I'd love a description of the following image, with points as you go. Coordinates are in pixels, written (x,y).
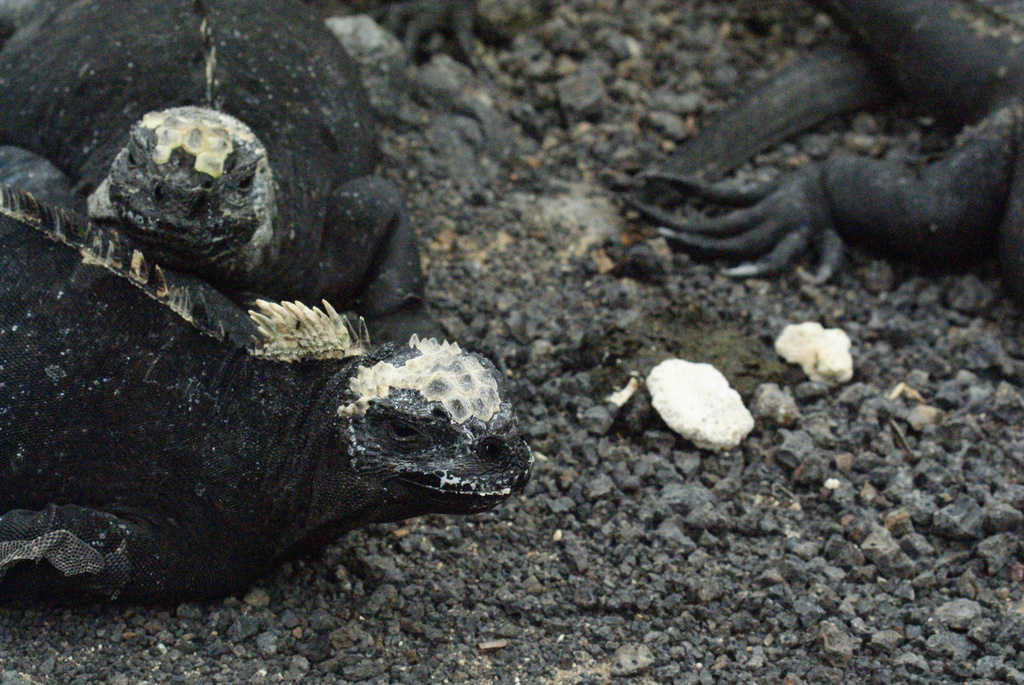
In this image we can see some creatures (279,402) which are in the color of black are on the ground (558,338).
